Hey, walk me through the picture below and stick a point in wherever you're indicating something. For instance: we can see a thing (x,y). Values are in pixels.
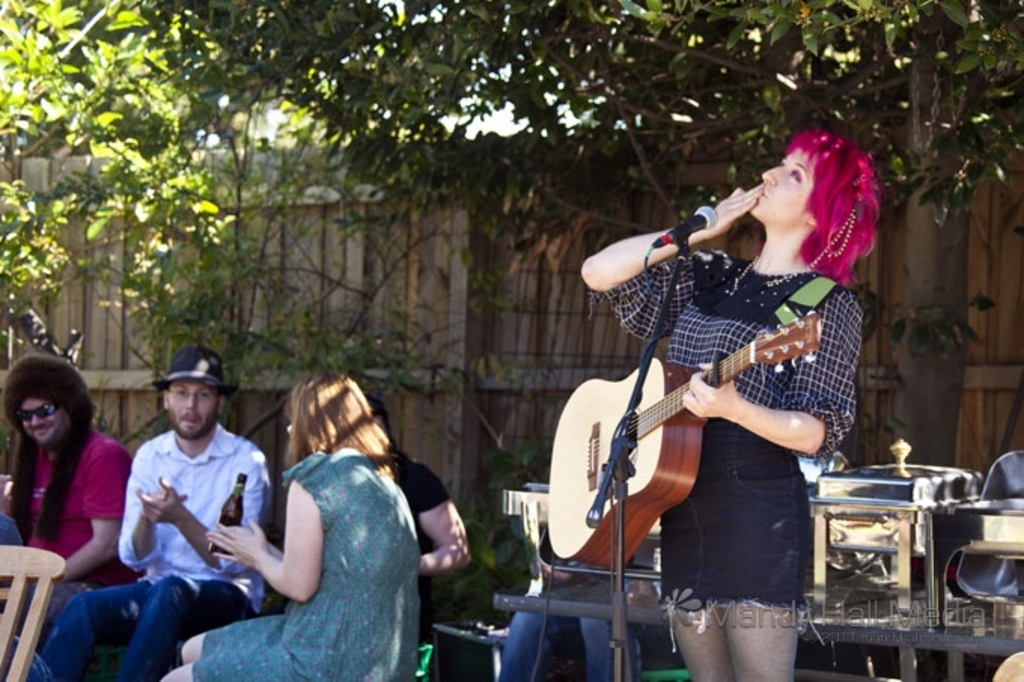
In this image I see 5 persons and in which 4 of them are sitting and one of them over here is holding a guitar (595,438) and she is standing in front of a mic (706,214). In the background (537,432) I can see the fence (123,350), few plants (195,122), a tree (991,13) and the utensils (969,586).
